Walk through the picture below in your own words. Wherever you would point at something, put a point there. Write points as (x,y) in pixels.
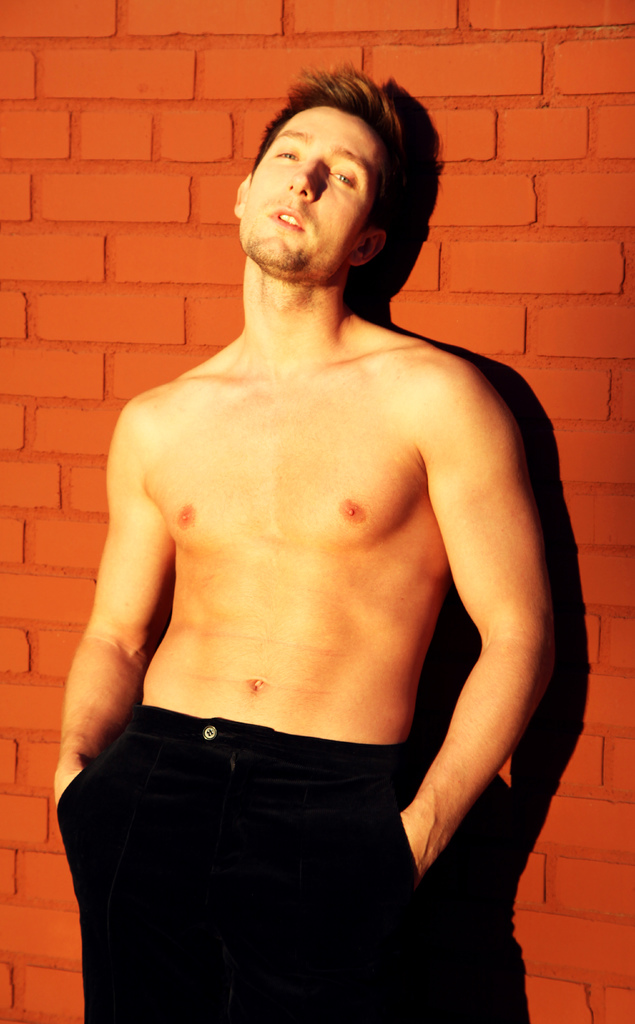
In this image we can see a man (297,557) standing.
